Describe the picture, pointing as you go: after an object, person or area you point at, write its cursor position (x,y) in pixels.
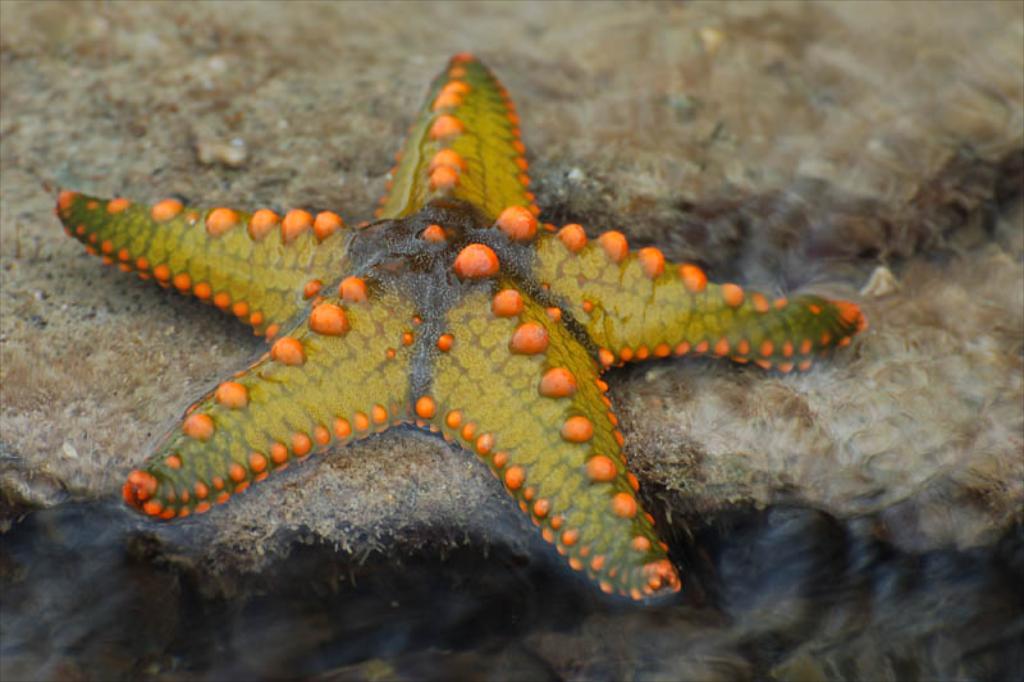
In this image I can see an aquatic animal (393,378) and the animal (469,381) is in green, orange and black color and I can see the brown color background (25,137).
